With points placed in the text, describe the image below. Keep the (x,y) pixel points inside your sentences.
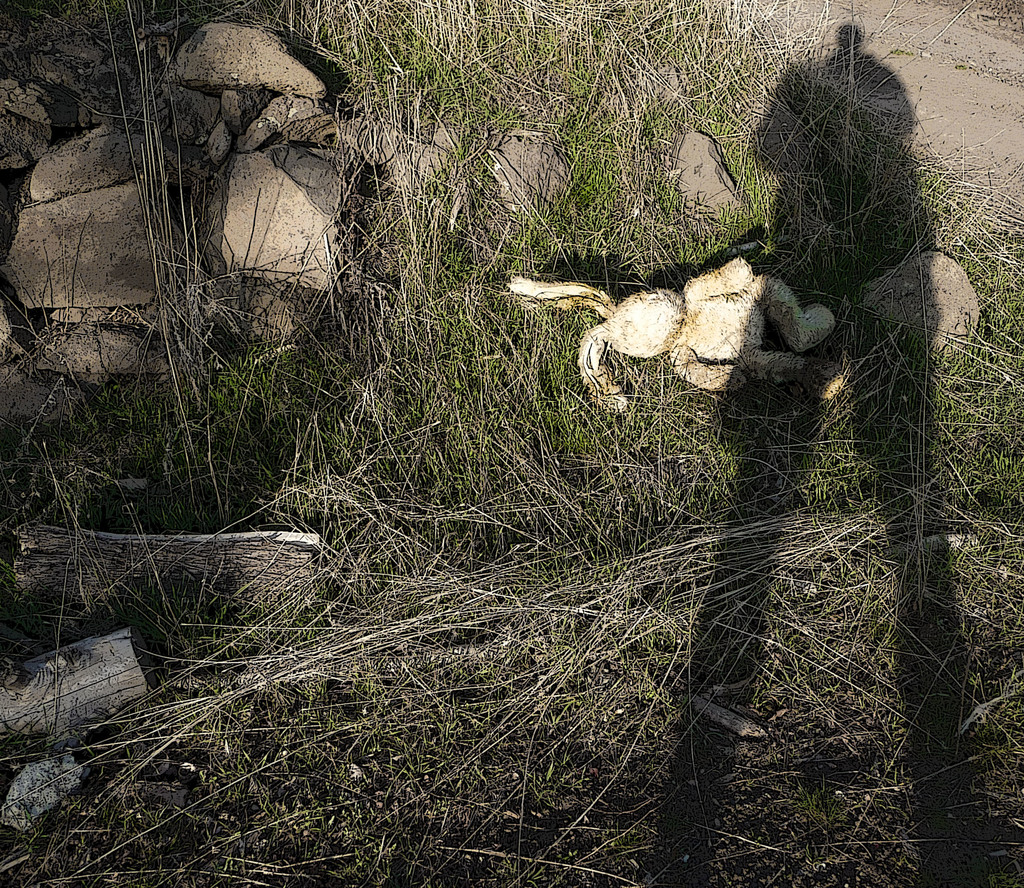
In this picture we can see the shadow (847,264) of a person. We can see some grass (245,466), wooden logs (96,638), stones (243,307) and a white object (733,314) on the grass (843,133). There is a path (921,53) visible in the top right (950,93).
